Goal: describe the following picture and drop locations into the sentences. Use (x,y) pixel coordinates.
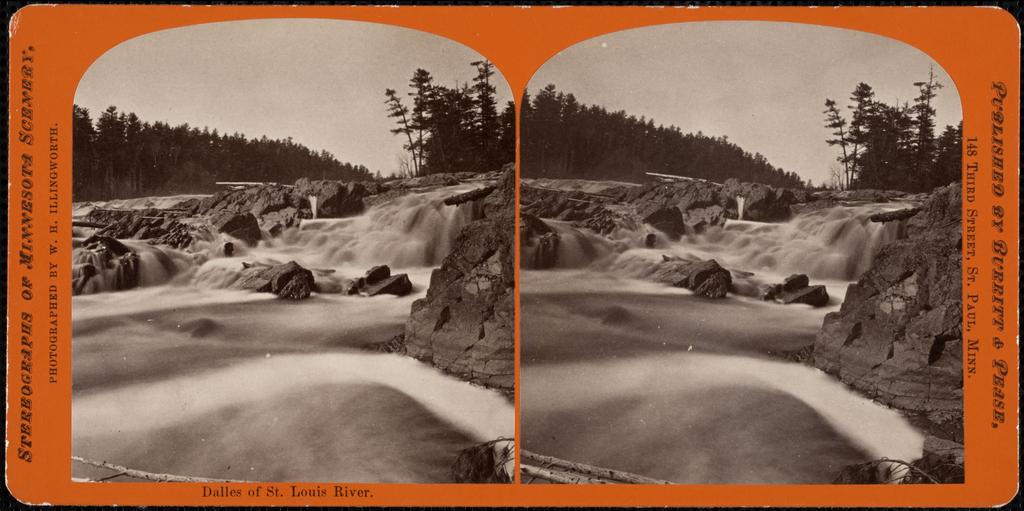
In this image there might be a replica images of poster (603,212), in the image there are trees (129,186), the sky (343,117), waterfall (463,225), rock (687,285), text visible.
